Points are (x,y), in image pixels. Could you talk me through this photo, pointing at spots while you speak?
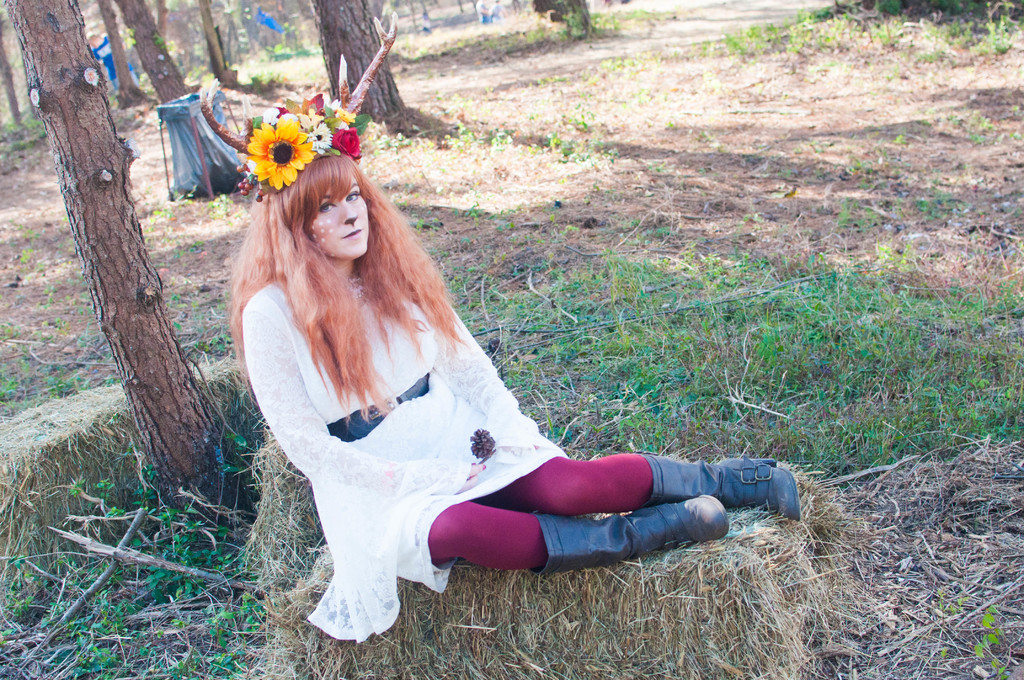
In this image I can see a woman (420,399) sitting on a hay bale (638,557). On the left side (33,71) I can see the trees (109,151).
